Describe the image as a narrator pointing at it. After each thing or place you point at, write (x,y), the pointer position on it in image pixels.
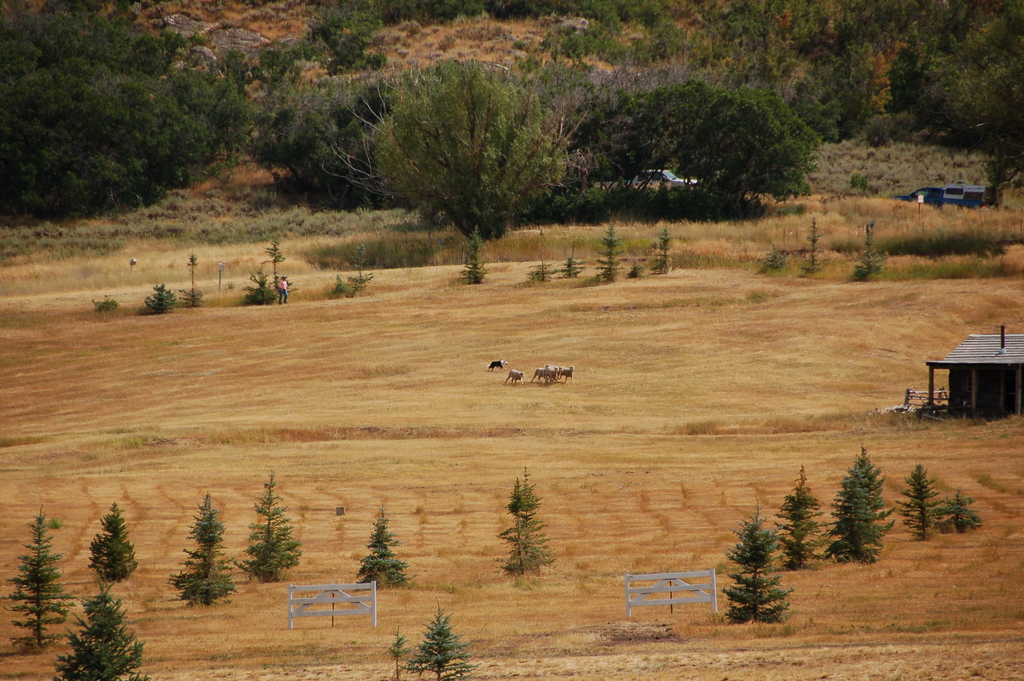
In this picture there are animals (492,370) in the middle of the image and there is a person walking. On the right side of the image (1012,371) there is a building (998,401). At the back (15,157) there are vehicles (675,172) and there are trees (943,92). In the foreground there are fences (697,600). At the bottom (577,571) there is grass (626,553).
